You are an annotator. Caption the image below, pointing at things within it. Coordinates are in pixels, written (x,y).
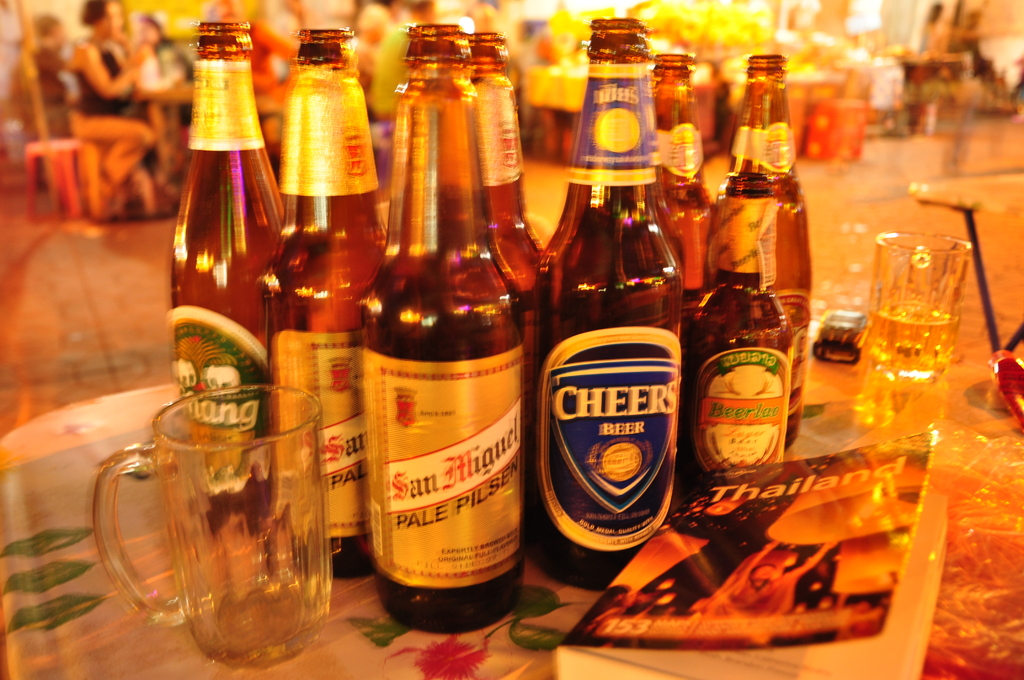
This is the picture on which there are some bottles (199,213), glasses (255,399) and a book (750,552) on the table (51,606).
